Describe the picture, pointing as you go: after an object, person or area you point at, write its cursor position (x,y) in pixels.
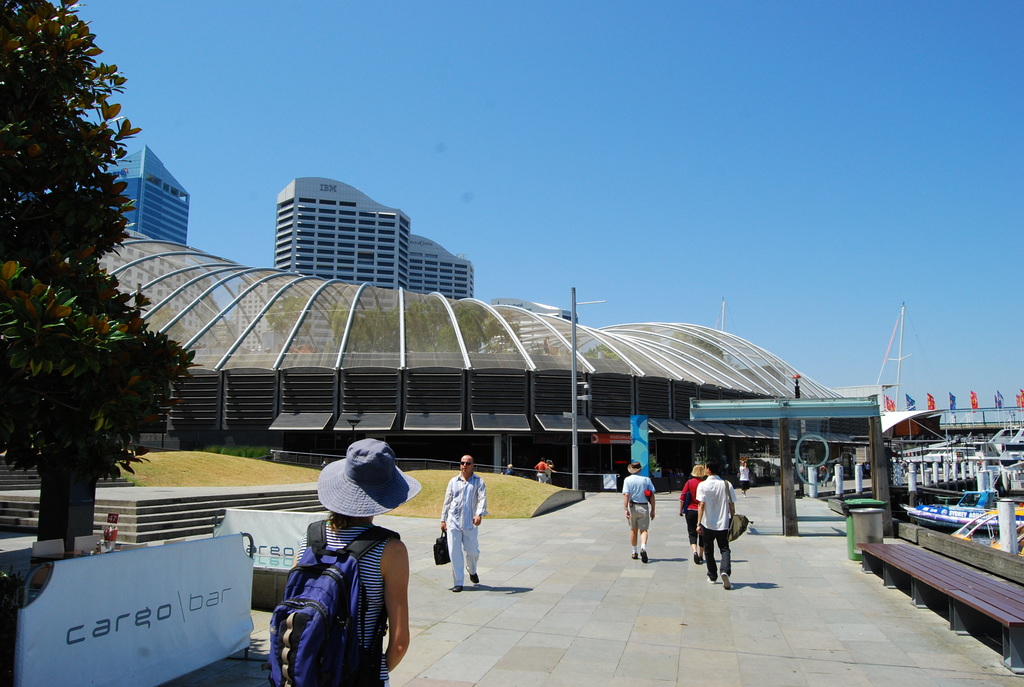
In this image there are a few people (476,572) walking on the pavement (437,585), on the right side of the image (928,587) there are trash cans (856,529), benches (914,571), wooden fences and metal rods (910,494), on the left side of the image (9,400) there are poles (563,415), trees (40,372), metal rod fence (139,611) with banners (71,608), in the background of the image (265,353) there are buildings (659,382).
